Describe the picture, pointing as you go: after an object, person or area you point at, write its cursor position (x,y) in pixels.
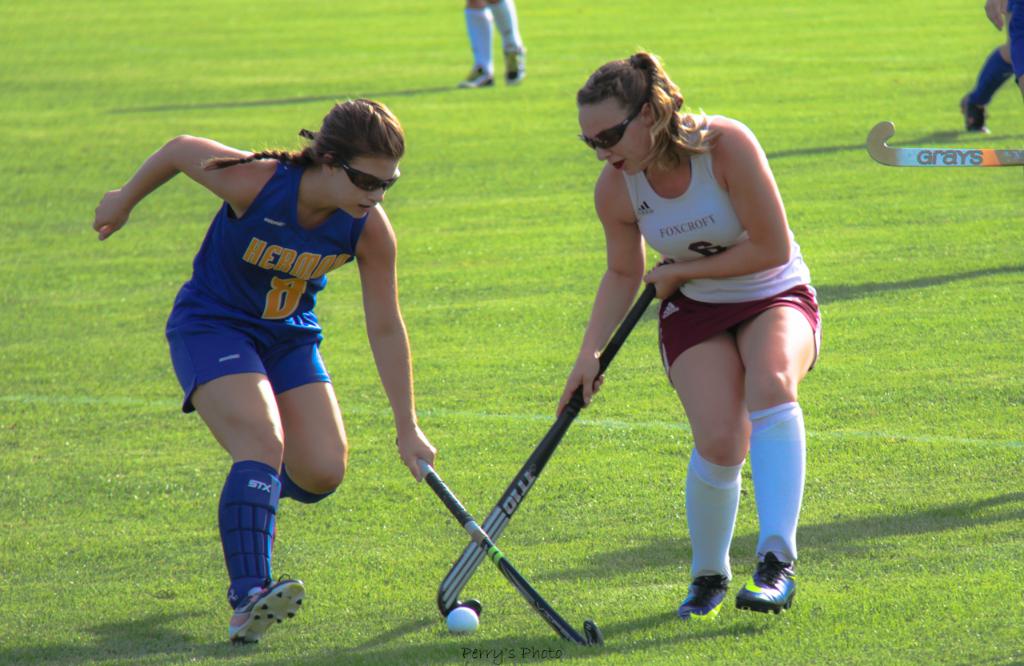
In this image we can see a few people (588,403) playing hockey on the ground (139,335).
